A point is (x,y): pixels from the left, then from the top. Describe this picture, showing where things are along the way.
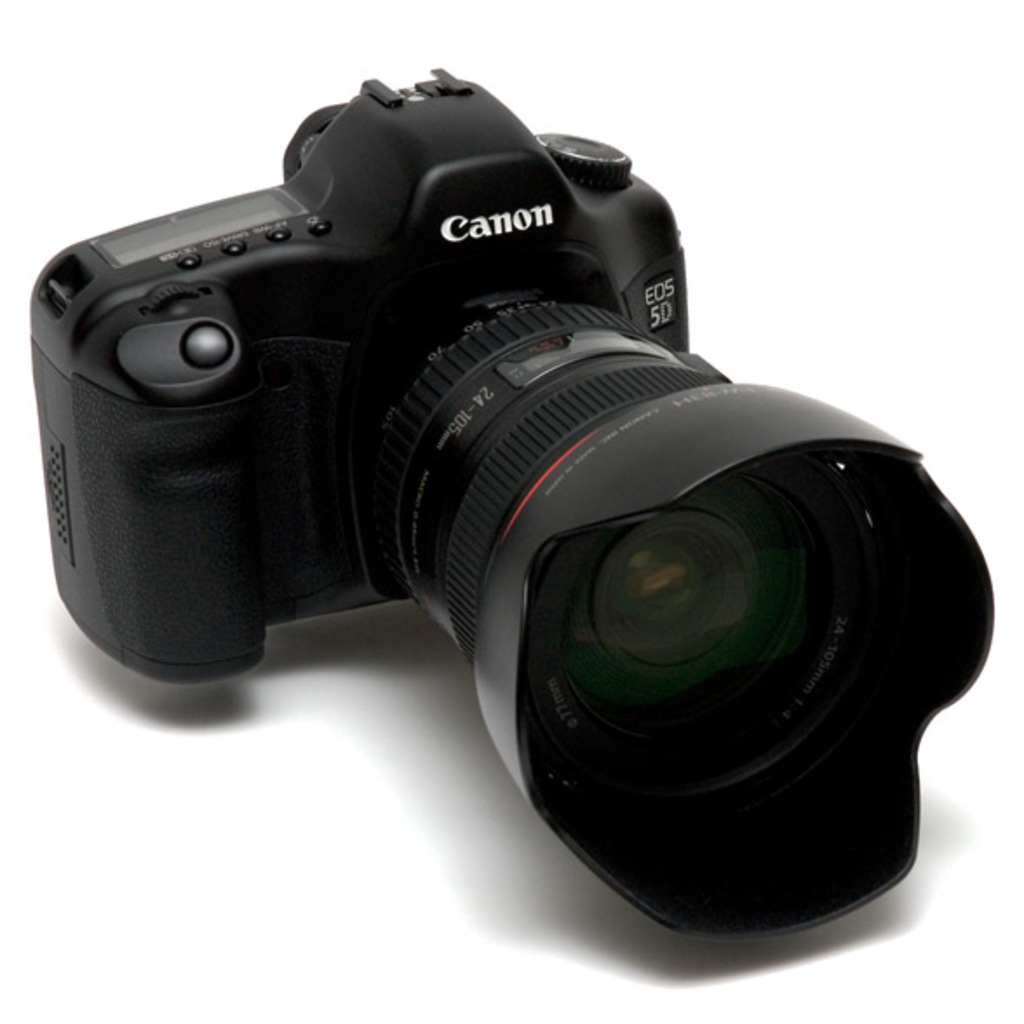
In this image we can see a camera (590,777) which is placed on the surface (378,748).
